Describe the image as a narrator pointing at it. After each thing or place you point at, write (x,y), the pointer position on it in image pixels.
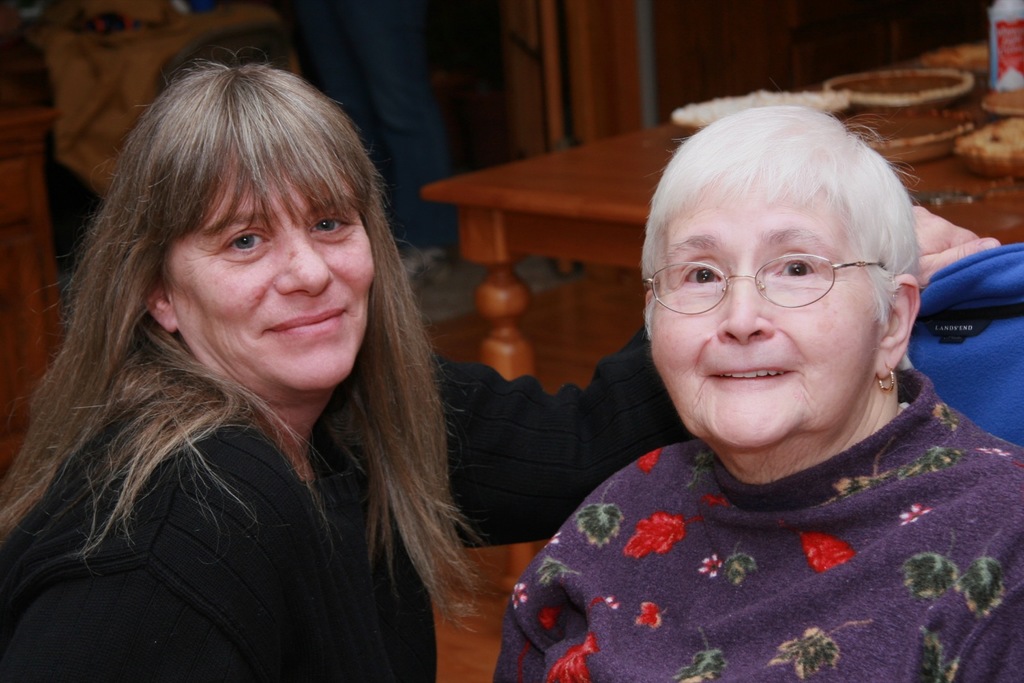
In this image I can see a two people (436,420) smiling. Back Side I can see a bottle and something on the brown table (965,192).
